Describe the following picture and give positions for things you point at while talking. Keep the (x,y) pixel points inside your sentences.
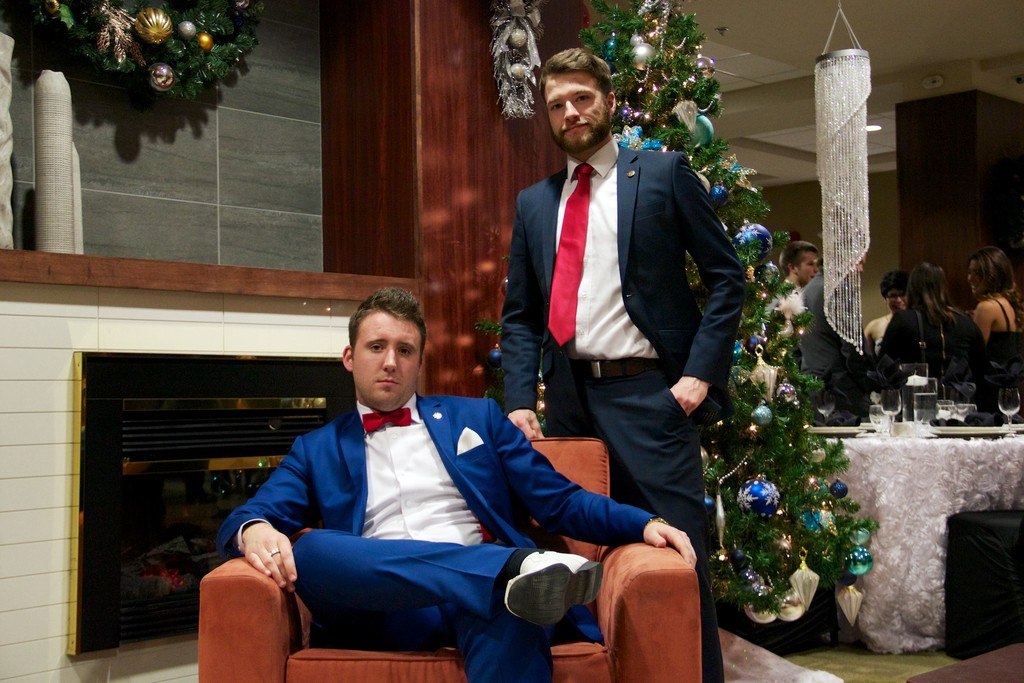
In this image we can see a person (412,554) sitting on a couch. Behind the person (518,473) we can see a wall (489,276), decorative items (859,522) and a person (520,289) standing. On the right side (946,370), we can see few persons (937,351), pillar (944,143) and glasses (920,417). At the top (946,14) we can see the roof (813,114).
